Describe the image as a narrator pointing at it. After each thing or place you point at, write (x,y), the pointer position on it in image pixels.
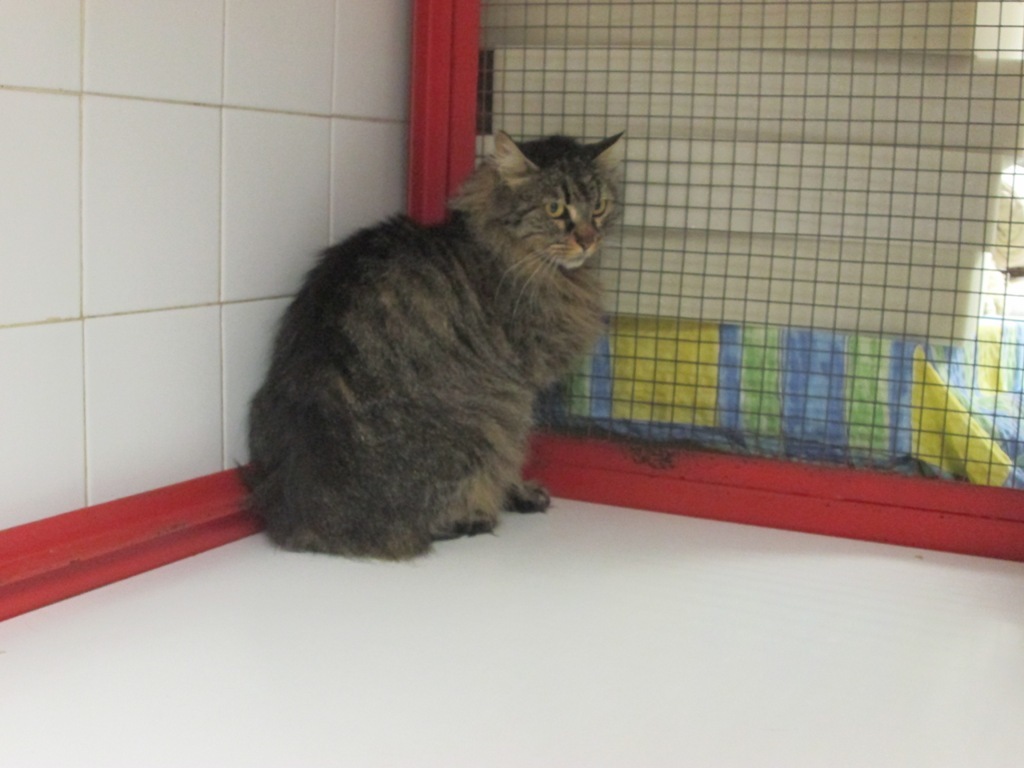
In this image we can see a cat (409,503) on the white floor (279,666). In the background of the image (269,134), we can see a wall (41,241) and mesh (760,132).
